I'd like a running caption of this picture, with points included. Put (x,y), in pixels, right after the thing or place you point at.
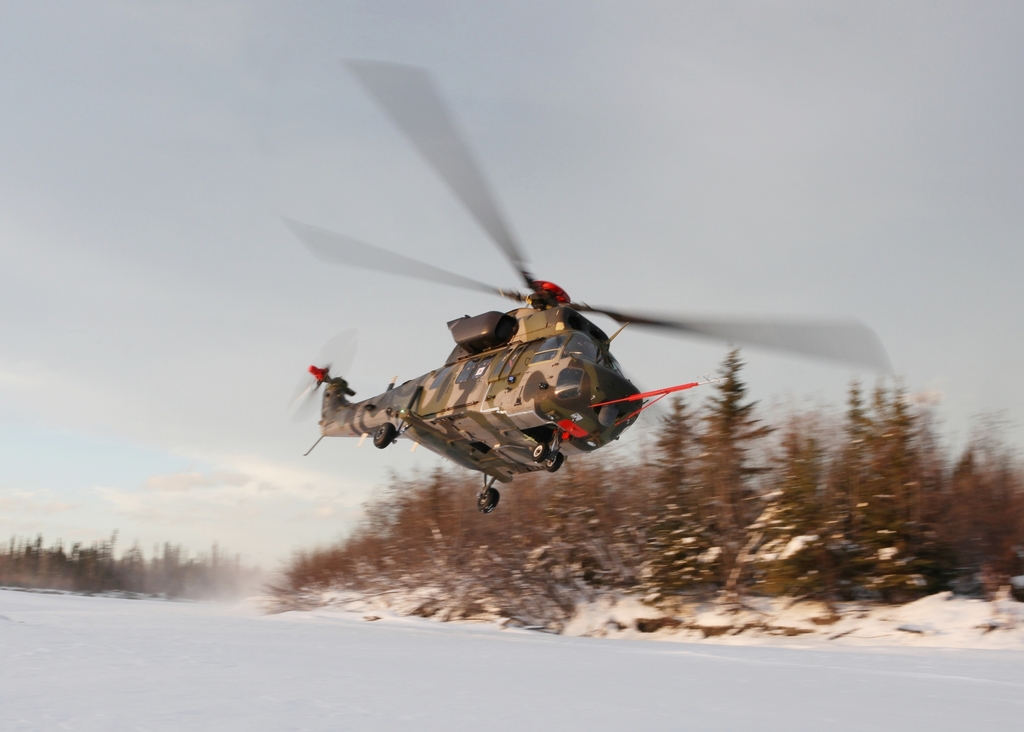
In this picture there is a helicopter (522,386) flying in the air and there are trees (627,493) in the background (582,479).
